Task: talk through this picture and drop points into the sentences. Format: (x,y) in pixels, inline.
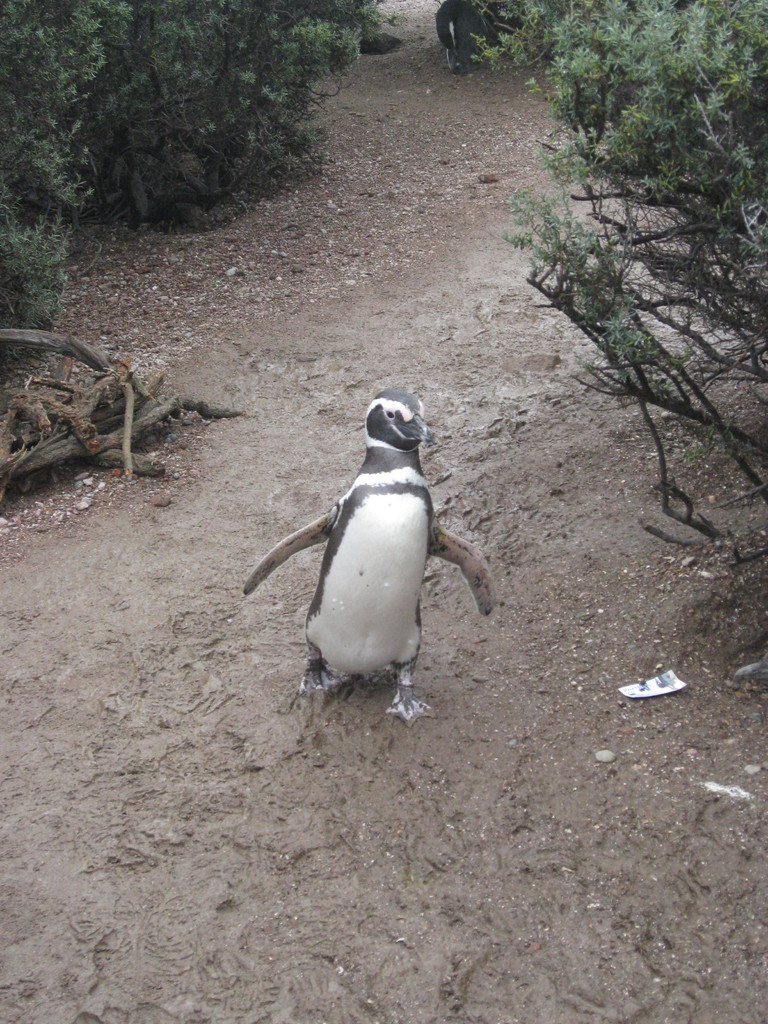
In this image, we can see a penguin (381,619) is walking in the mud (453,787). Top of the image (52,28), we can see few plants (727,105).
